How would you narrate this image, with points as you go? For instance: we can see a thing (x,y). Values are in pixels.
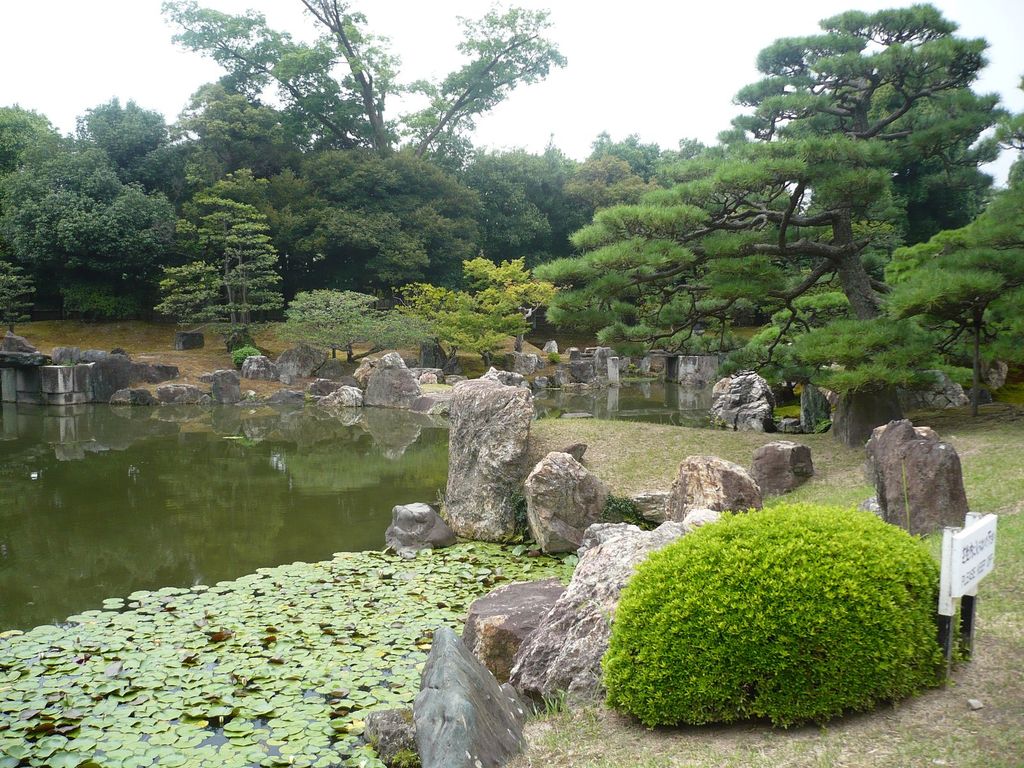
In the center of the image (420,338) we can see the sky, clouds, trees (146,232), plants (420,570), grass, water (354,462), stones (462,727), one sign board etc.
